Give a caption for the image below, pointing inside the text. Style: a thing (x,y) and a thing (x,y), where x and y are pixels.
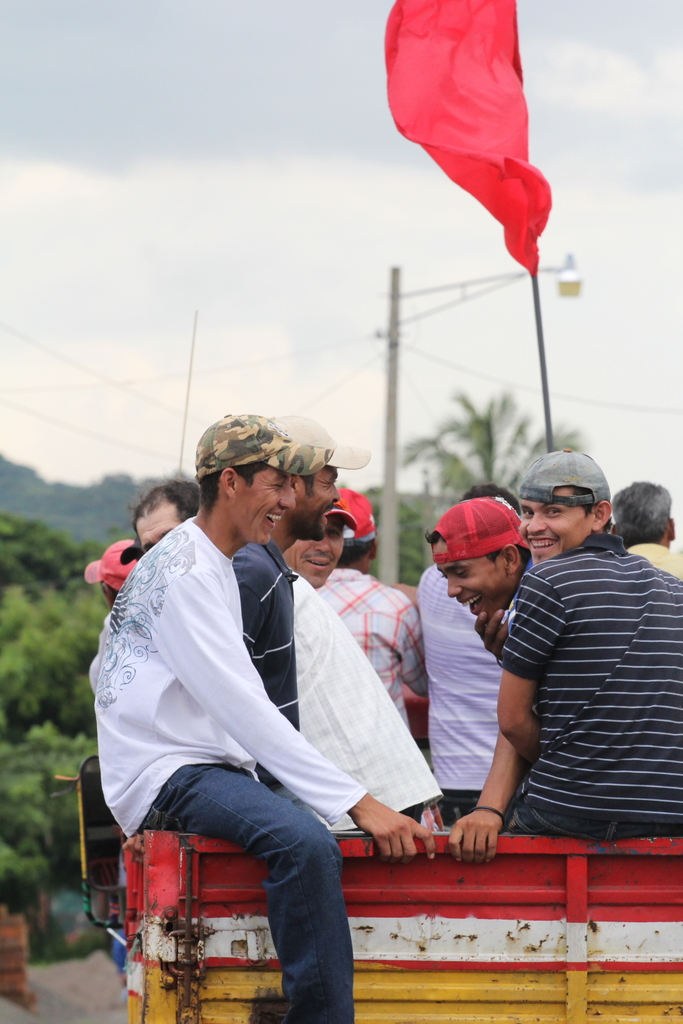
In this image there are many people (462,605) in the back of a vehicle (360,878). Most of them are smiling. Here there is a red flag (474,69). In the background (62,563) there are trees (24,608), electric pole (388,490). The sky (295,371) is cloudy.
